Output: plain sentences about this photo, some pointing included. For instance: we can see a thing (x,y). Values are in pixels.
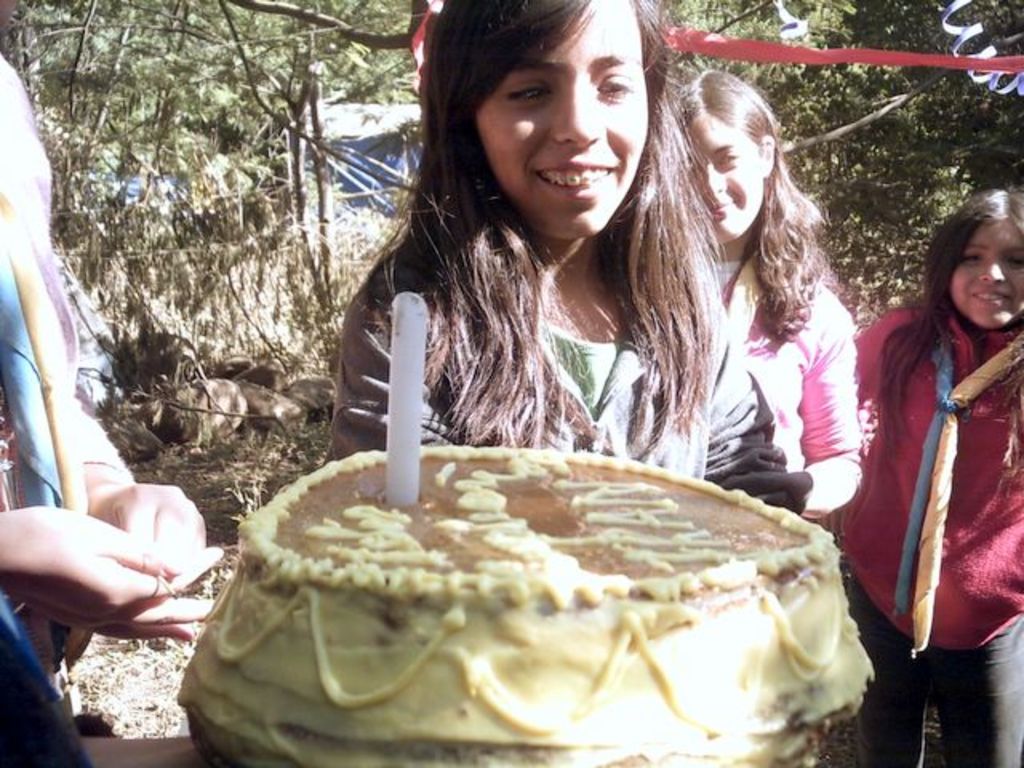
In this image I can see few women (560,240) and I can see smile on their faces (581,191). Here I can see yellow and brown colour cake (566,571). I can also see white colour thing (388,421) over here and in background (915,88) I can see number of trees (767,93).
